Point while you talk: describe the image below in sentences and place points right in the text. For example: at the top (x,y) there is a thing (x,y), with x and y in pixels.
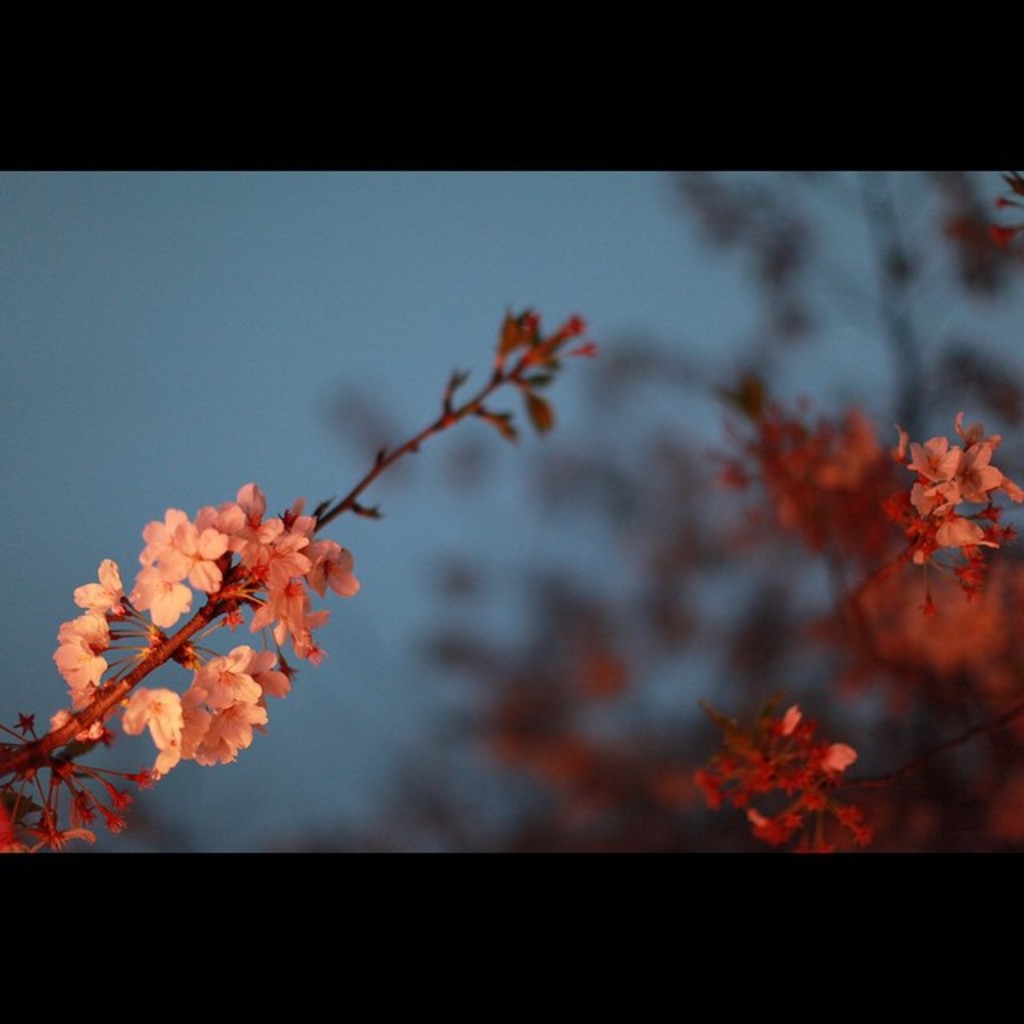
In this image we can see flowers (125,613) on stems (501,421). In the background (493,268) it is blur.
